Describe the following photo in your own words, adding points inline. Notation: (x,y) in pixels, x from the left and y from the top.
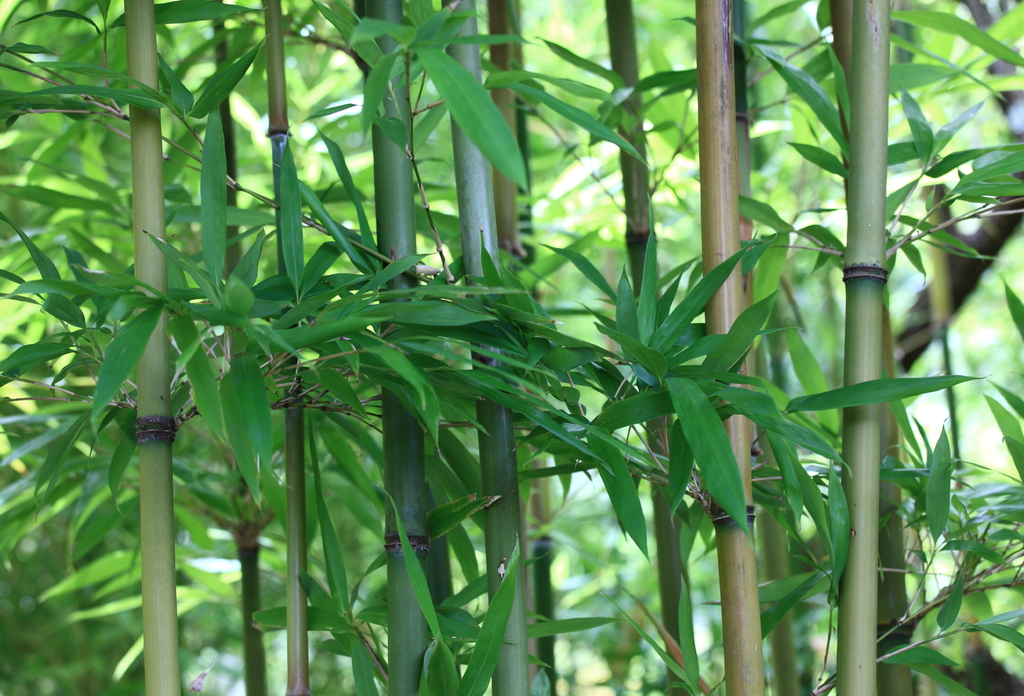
In this image we can see leaves (340,336) and branches (869,336).
